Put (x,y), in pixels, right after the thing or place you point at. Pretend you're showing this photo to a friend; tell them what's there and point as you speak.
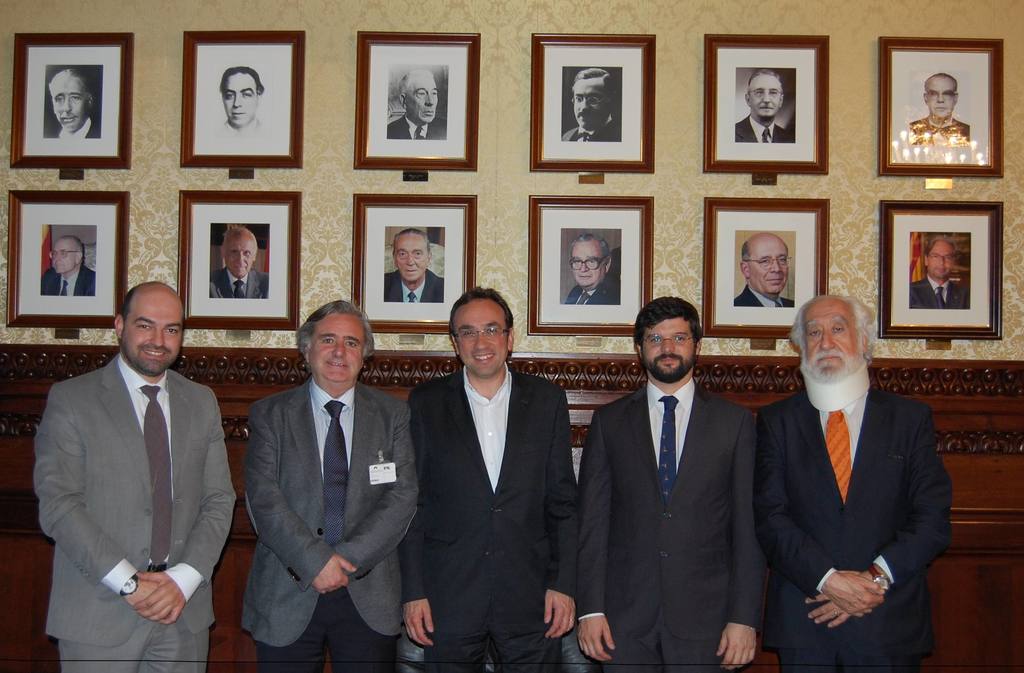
In this image we can see a few people (426,435), behind them there are some photo frames (241,108) of some people (233,238) on the wall (920,345).
